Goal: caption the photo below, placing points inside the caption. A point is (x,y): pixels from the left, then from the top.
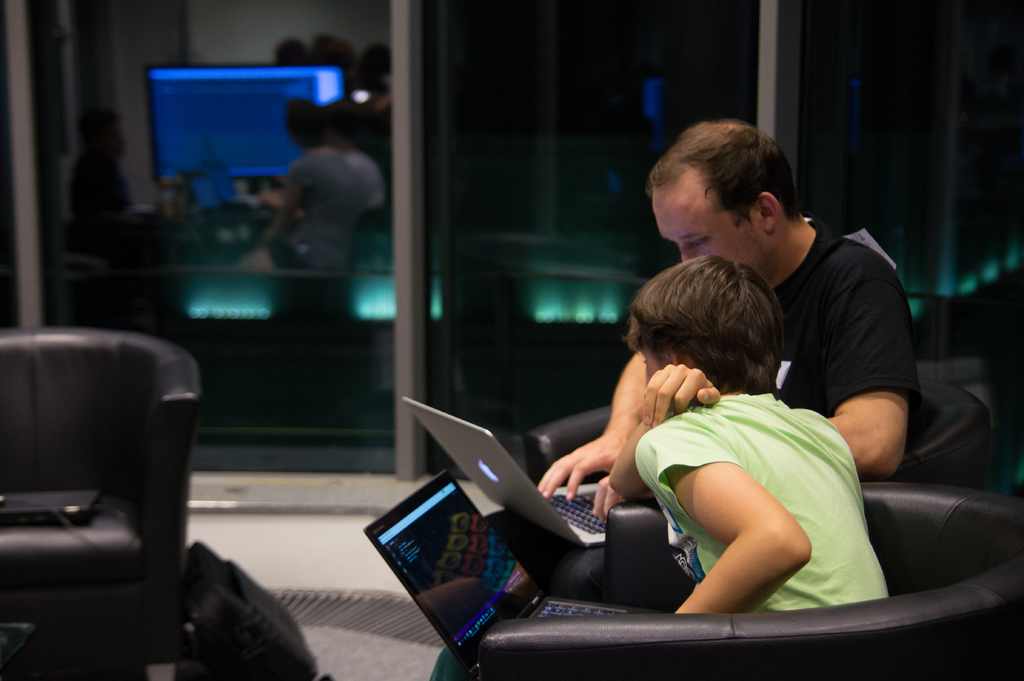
This image is taken inside a room (259,477). In the left side of the image (72,561) there is a sofa (80,642). In the right side of the image (828,436) two people (576,452) were sitting in the sofa (873,487) placing their laptop (566,610) on their lap (585,578). At the background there is a glass window (469,171). At the bottom of the image (315,614) there is a floor (307,606) with mat (323,591).
